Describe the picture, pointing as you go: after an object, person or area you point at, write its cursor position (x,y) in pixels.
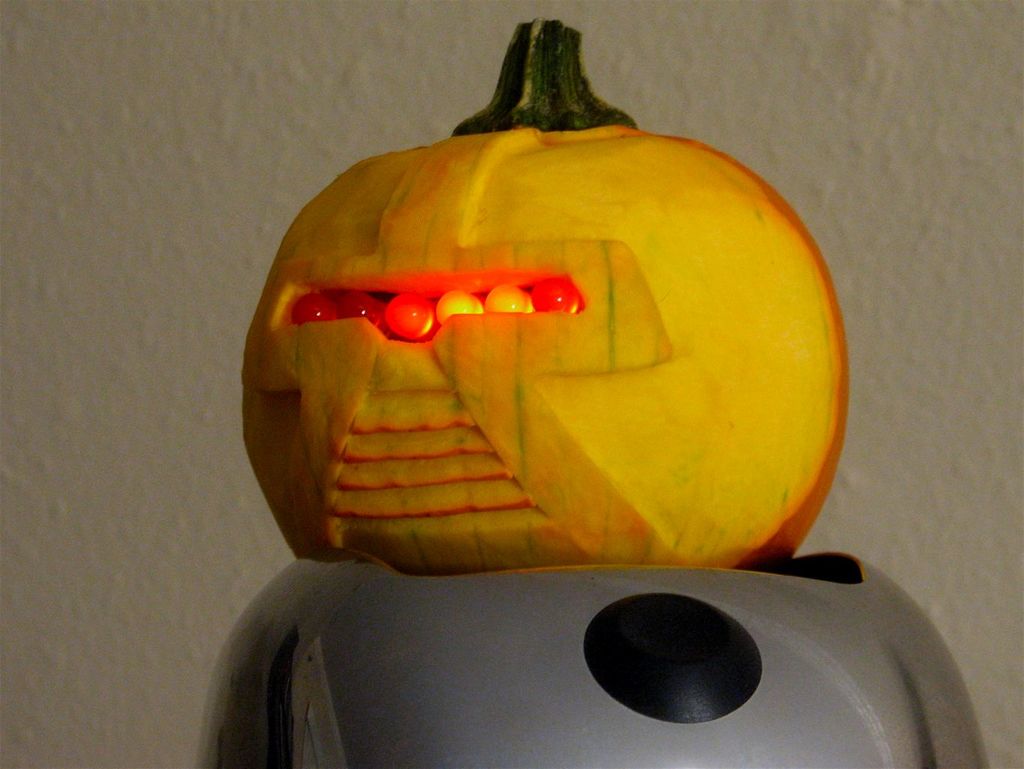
In this image, we can see a pumpkin carving (543,408) is placed on the object (421,660) which is in ash and black colors. Here we can see few objects (374,308). Background (1007,479) we can see the wall (977,636).
